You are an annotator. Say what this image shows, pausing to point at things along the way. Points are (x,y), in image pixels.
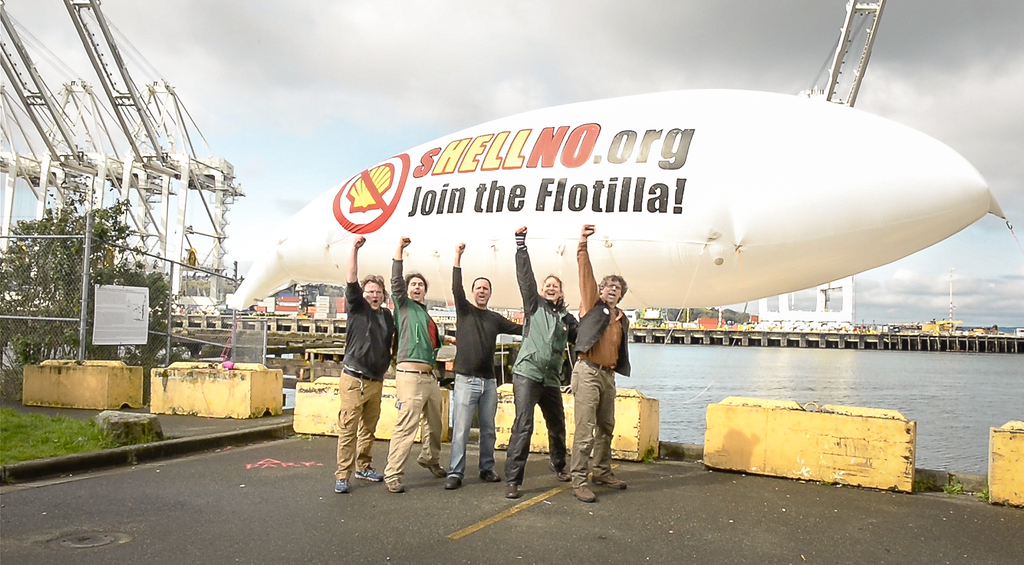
This image is clicked outside. There is water (836,396) on the right side (982,413). There is a balloon (419,171) in the middle (599,221). There are 5 persons (563,353) standing in the middle (362,368). There is a tree (29,250) on the left side (90,287). There is sky (528,79) at the top (598,47). There are buildings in the middle (665,314).
